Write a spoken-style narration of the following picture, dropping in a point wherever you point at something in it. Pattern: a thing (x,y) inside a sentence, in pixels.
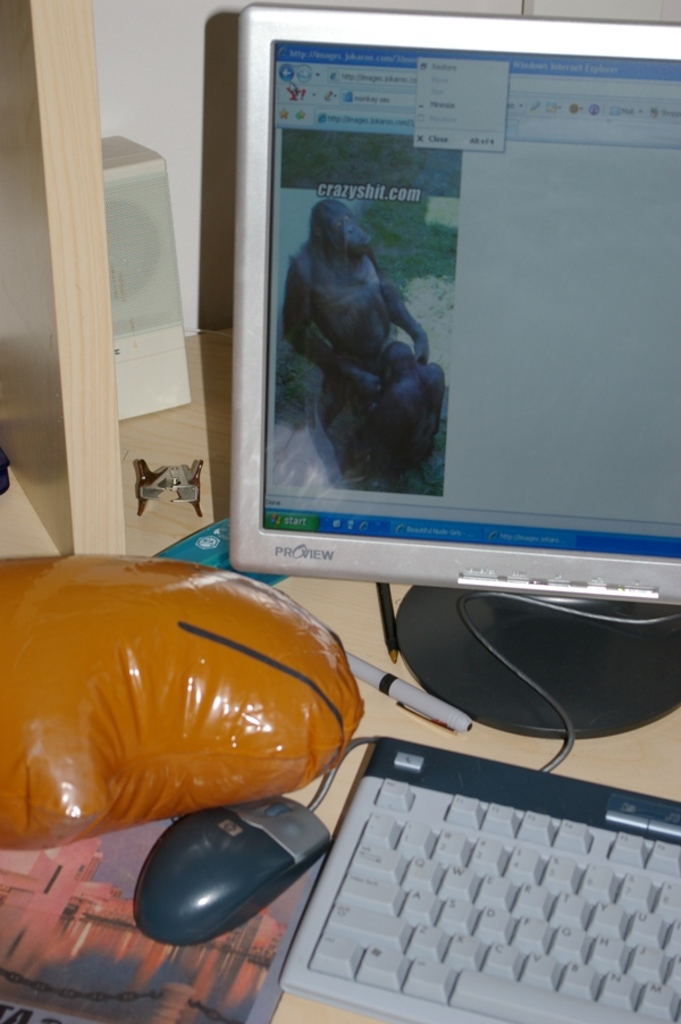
In this image, we can see a monitor (325,420), keyboard (362,990), mouse (259,889), mouse pad (262,923) and we can see a ball (245,681), pen (388,679) and a pencil (384,608) which are placed on the table (350,607).
